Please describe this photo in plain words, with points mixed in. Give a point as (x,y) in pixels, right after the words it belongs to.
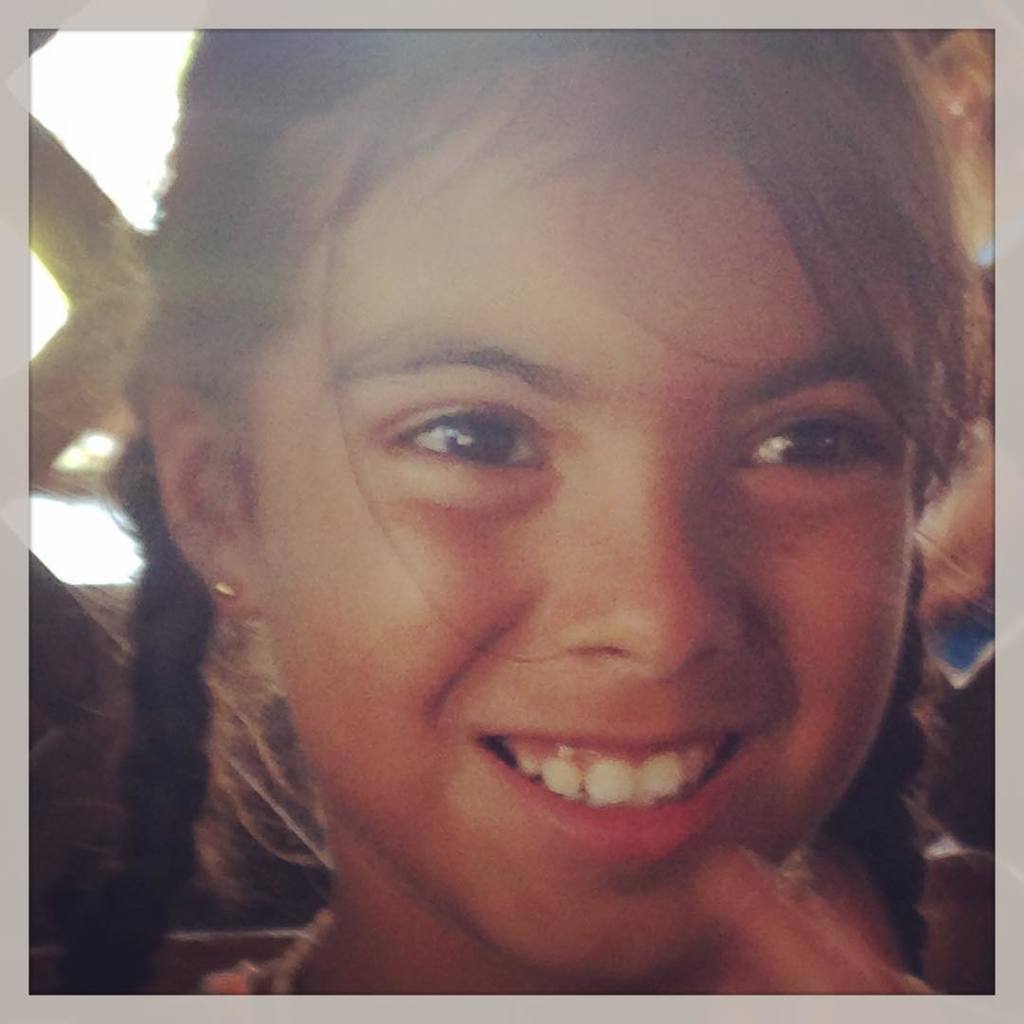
In the picture I can see a girl (484,537) is smiling.
